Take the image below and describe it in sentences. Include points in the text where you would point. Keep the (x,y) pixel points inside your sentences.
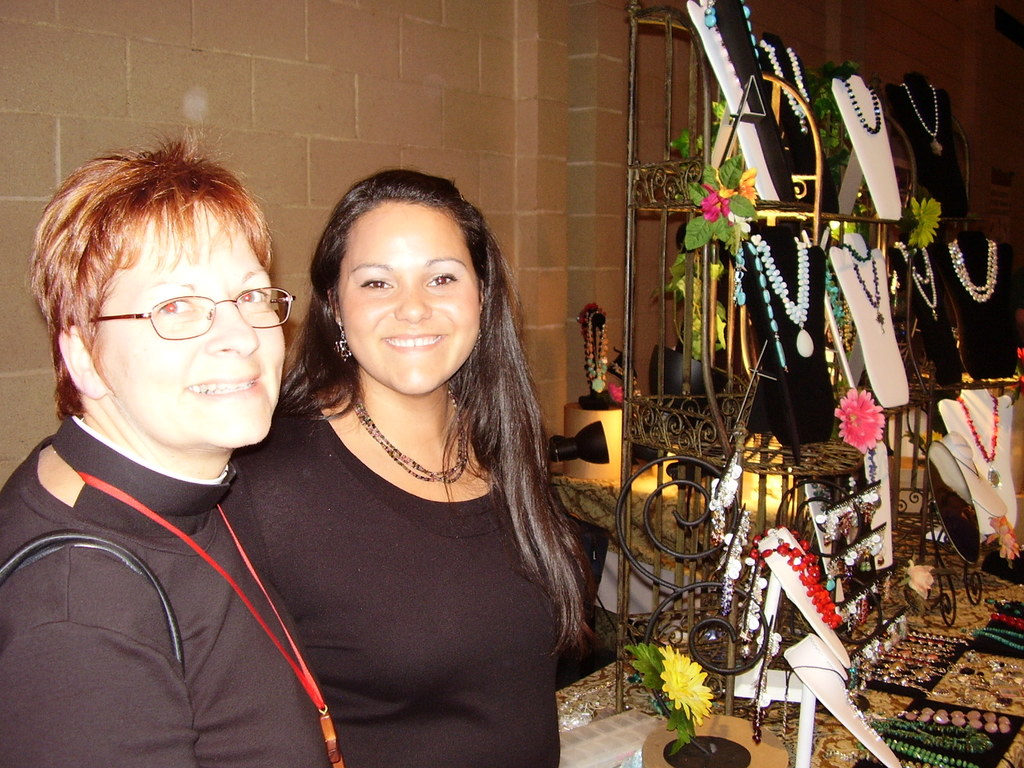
On the right side of this image (842,513) I can see some jewelry (944,753) arranged on a metal stand (675,438). On the left side (197,609) two women (204,585) are wearing black color dresses (447,605), standing, smiling and giving pose for the picture. In the background (388,78) there is a wall (323,78).
